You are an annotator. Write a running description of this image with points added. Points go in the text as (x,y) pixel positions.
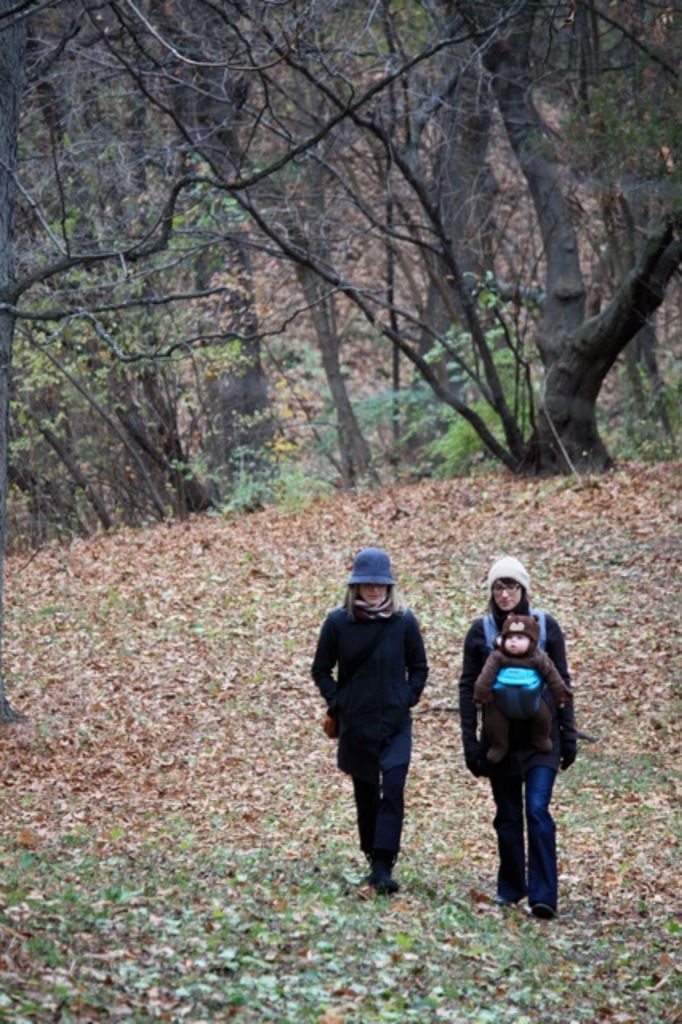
In this picture I can see 2 women (352,648) standing in front (545,648) and I see that the woman (504,840) on the right (528,686) is carrying a baby (518,639) and on the ground (352,542) I can see the leaves (204,678). In the background (319,310) I can see number of trees (480,323). I can also see that both of them are wearing caps (358,578).
